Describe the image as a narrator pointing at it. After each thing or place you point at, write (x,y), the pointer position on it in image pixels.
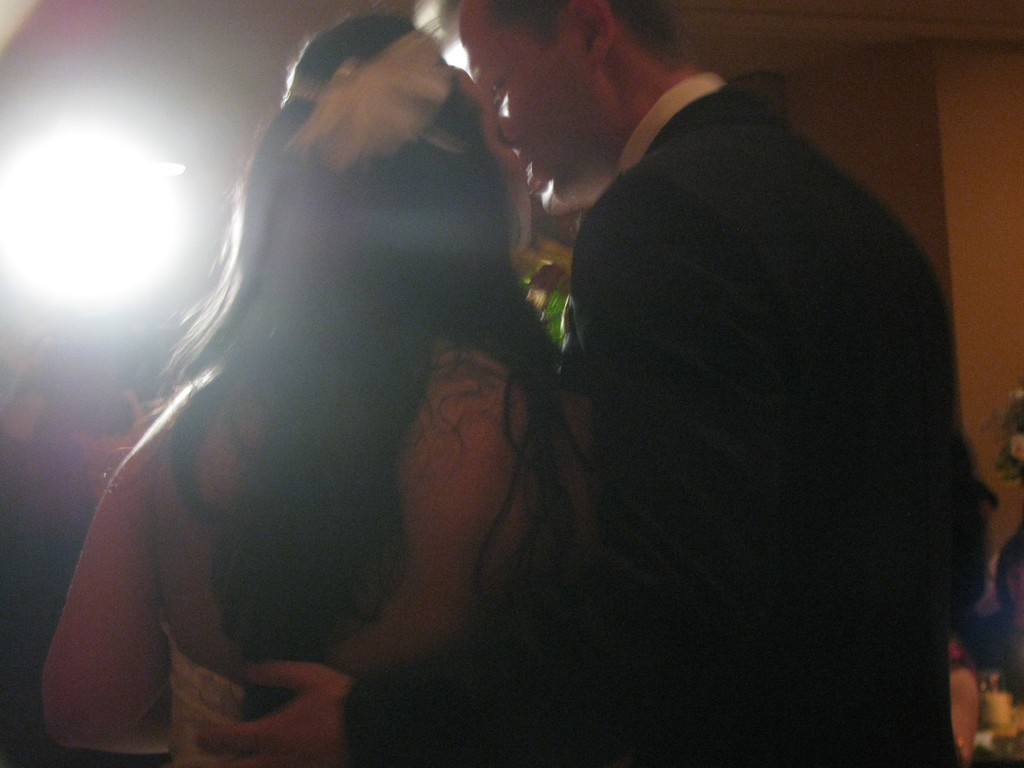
In this image, I can see a man (623,496) and a woman (407,533) standing. On the left side of the image (107,262), there is light (99,251). On the right side of the image (990,309), I can see a wall (1005,285).
